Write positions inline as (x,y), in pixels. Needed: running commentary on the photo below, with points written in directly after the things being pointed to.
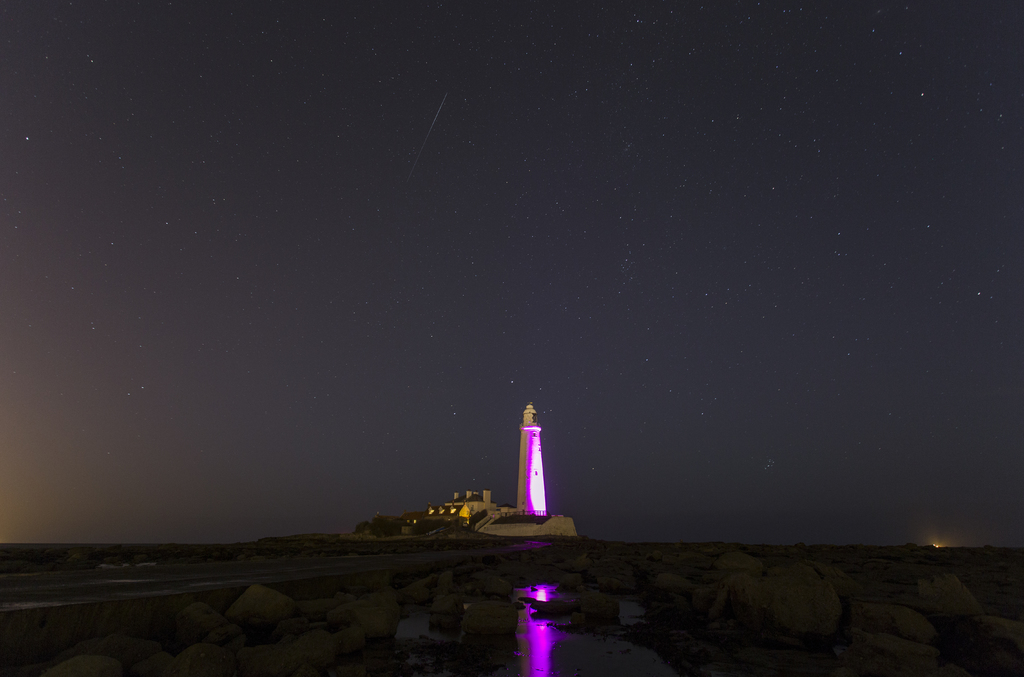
In this image in the front (345,582) there are stones (446,584). In the background (526,494) there is tower (530,477) and there are trees (367,532) and there is a building (462,508) and there is a light (526,468) on the tower (527,466) and there are objects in the sky (633,175) which are white in colour.
